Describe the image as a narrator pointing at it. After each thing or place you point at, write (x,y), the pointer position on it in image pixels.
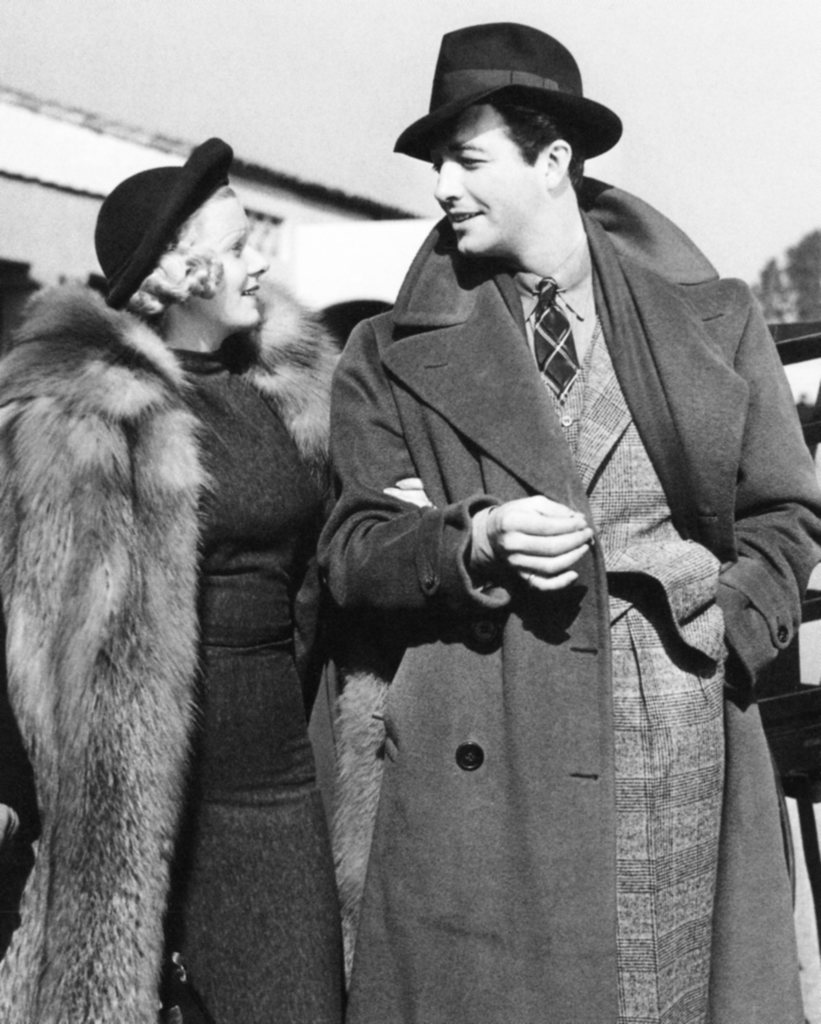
Here a man (463,249) is standing he wore a coat (766,513), hat (536,106) and smiling. In the left side (257,746) a woman (237,299) is standing and looking at this man (562,218). At the top (794,83) it's a cloudy sky (293,116).
